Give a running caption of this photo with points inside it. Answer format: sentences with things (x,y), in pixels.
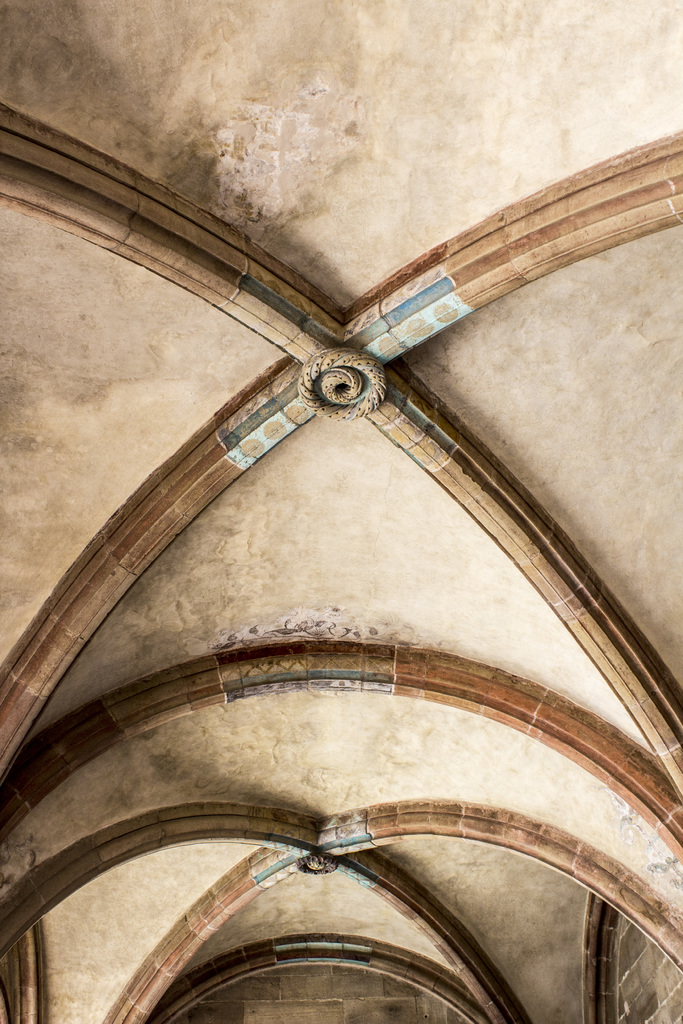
In this picture we can see an inside view of a building (245,256), wall (277,986), ceiling (454,997).
